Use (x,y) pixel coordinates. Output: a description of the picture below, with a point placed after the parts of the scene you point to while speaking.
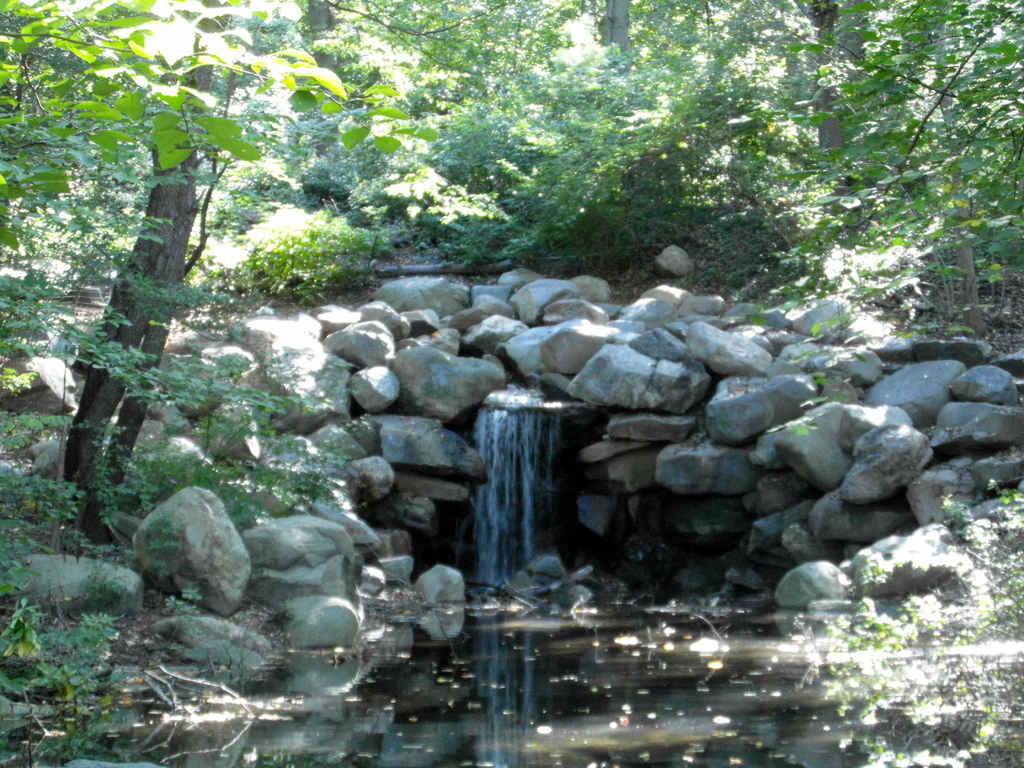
In this image we can see a waterfall (520,443), stones (572,380), trees (699,82). At the bottom of the image (434,708) there is water (459,721).
